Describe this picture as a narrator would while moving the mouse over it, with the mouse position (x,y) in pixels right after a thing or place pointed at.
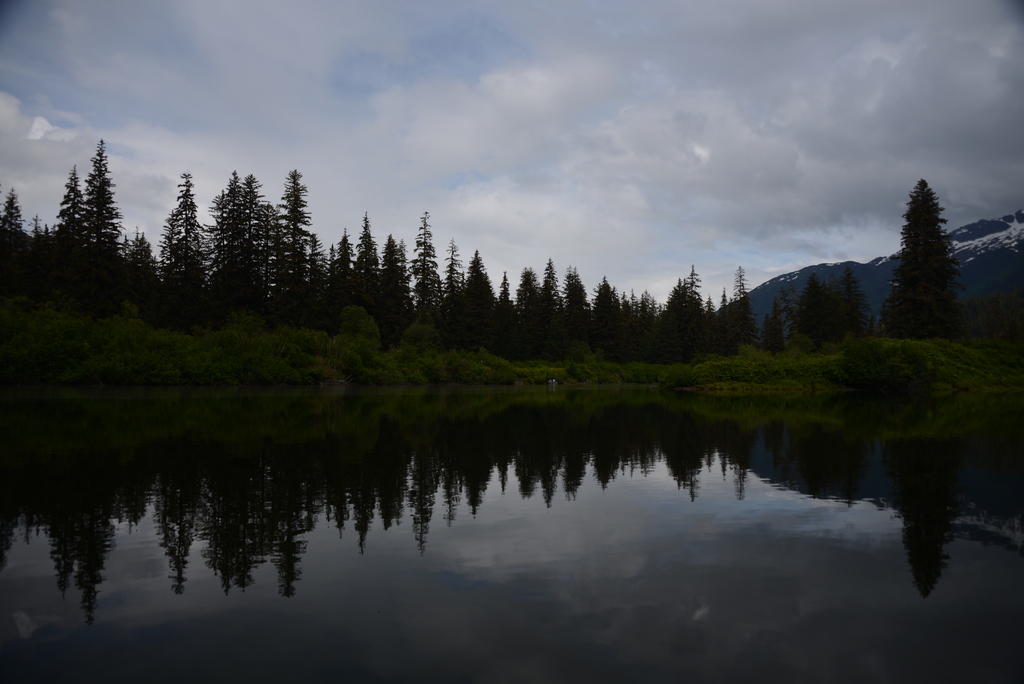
In this image I can see the water (493,489). In the background (520,352), I can see the trees (830,299), hills (1001,233) and clouds (427,117) in the sky (390,127).
